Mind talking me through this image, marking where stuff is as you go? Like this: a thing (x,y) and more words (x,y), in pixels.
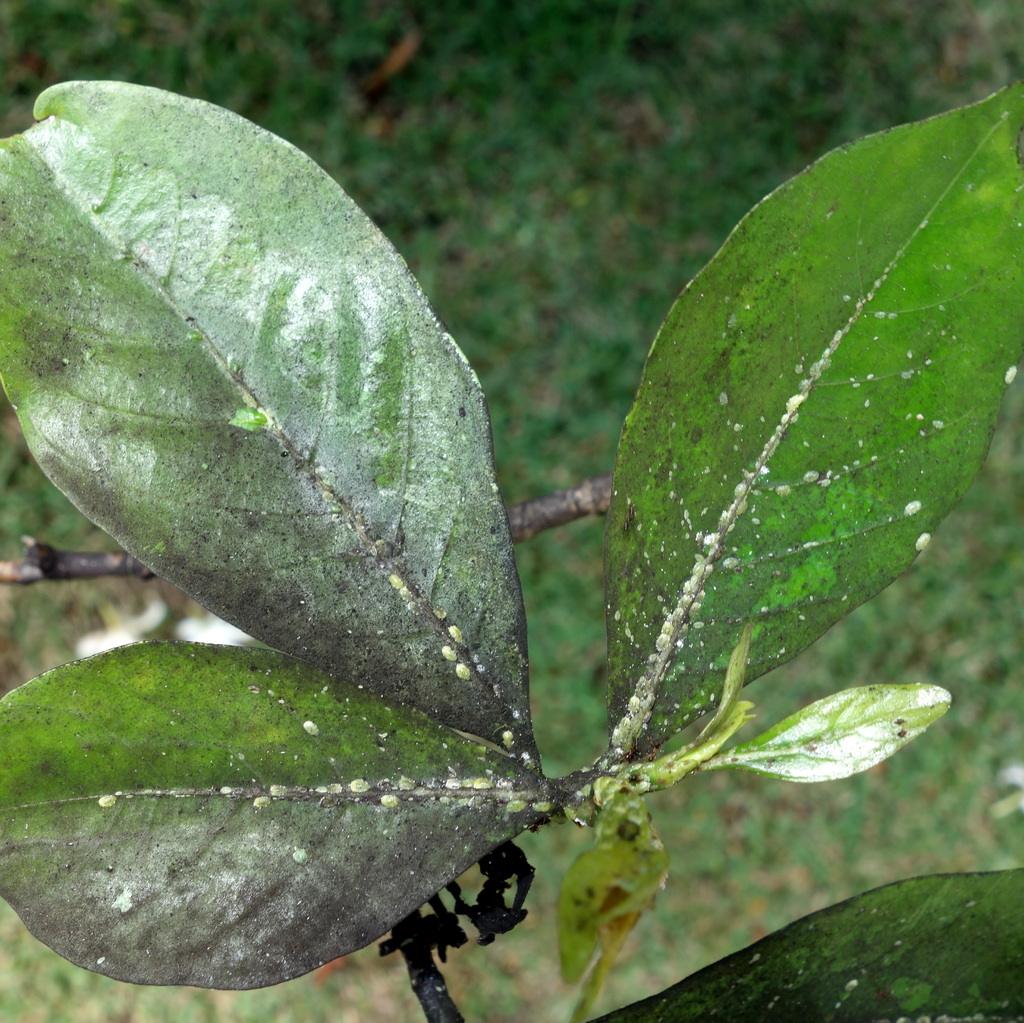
In this image we can see leaves (471,546) on a branch (528,511).
